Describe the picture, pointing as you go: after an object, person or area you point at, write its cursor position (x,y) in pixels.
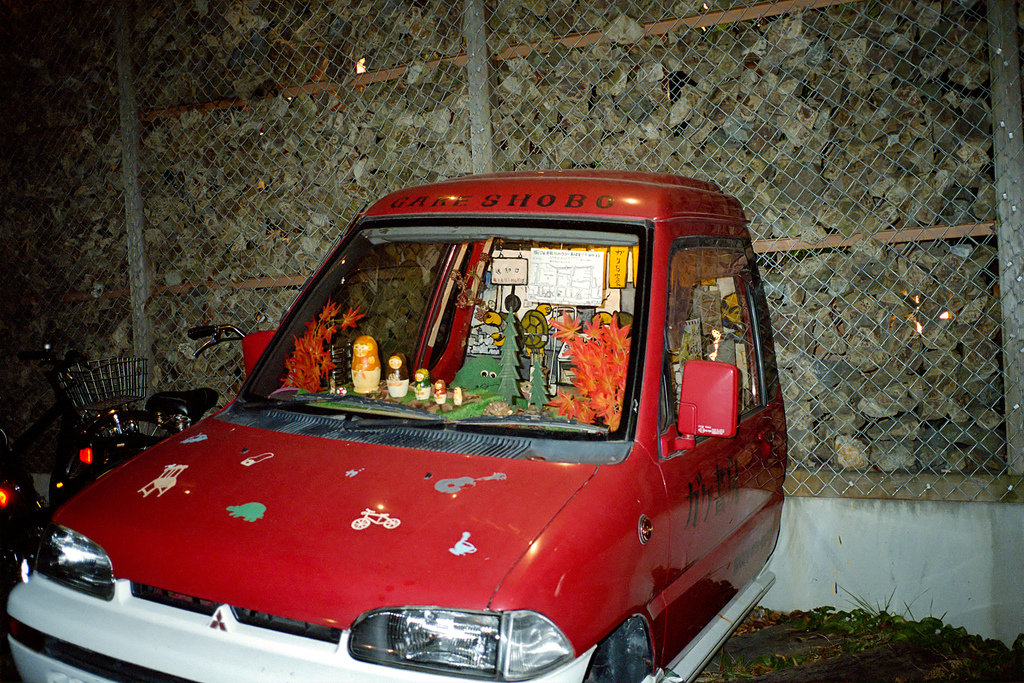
In this image we can see the front part (314,551) of a car (361,559) containing some dolls (426,395) and leaves (303,375) inside it which is placed on the ground (736,646). On the left side (154,397) we can see two bicycles (126,432). On the backside (98,308) we can see some stones (240,210) beside the fence (229,227).
